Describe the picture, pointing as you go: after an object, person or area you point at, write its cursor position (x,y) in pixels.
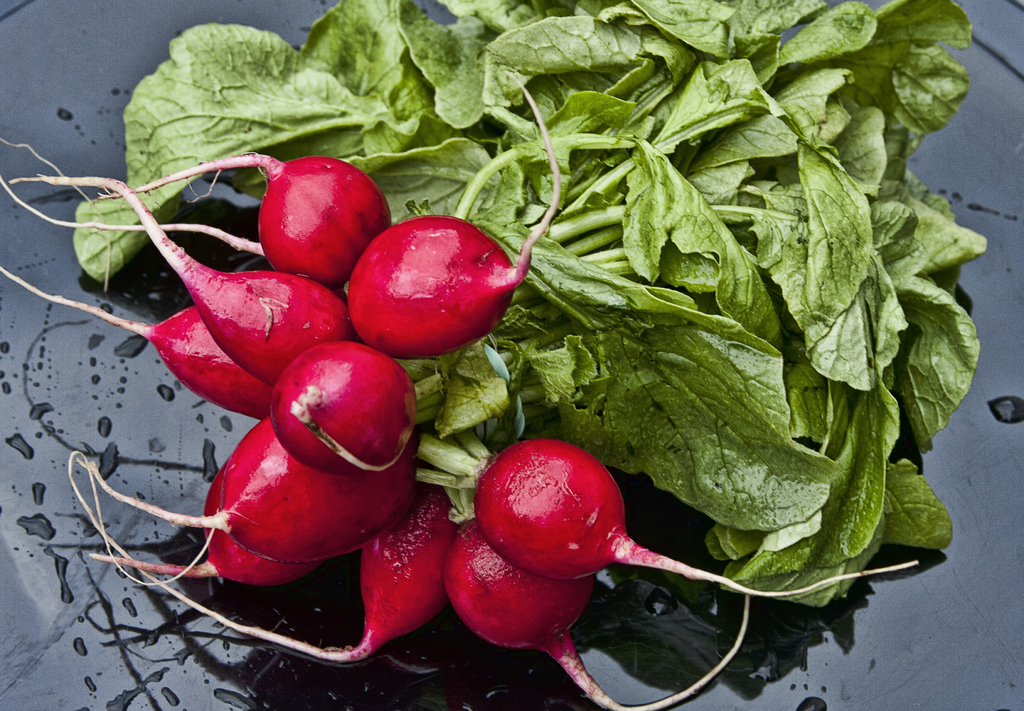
In this image there are few radishes (381,486) with the leaves (442,369) are on the table (216,680).
